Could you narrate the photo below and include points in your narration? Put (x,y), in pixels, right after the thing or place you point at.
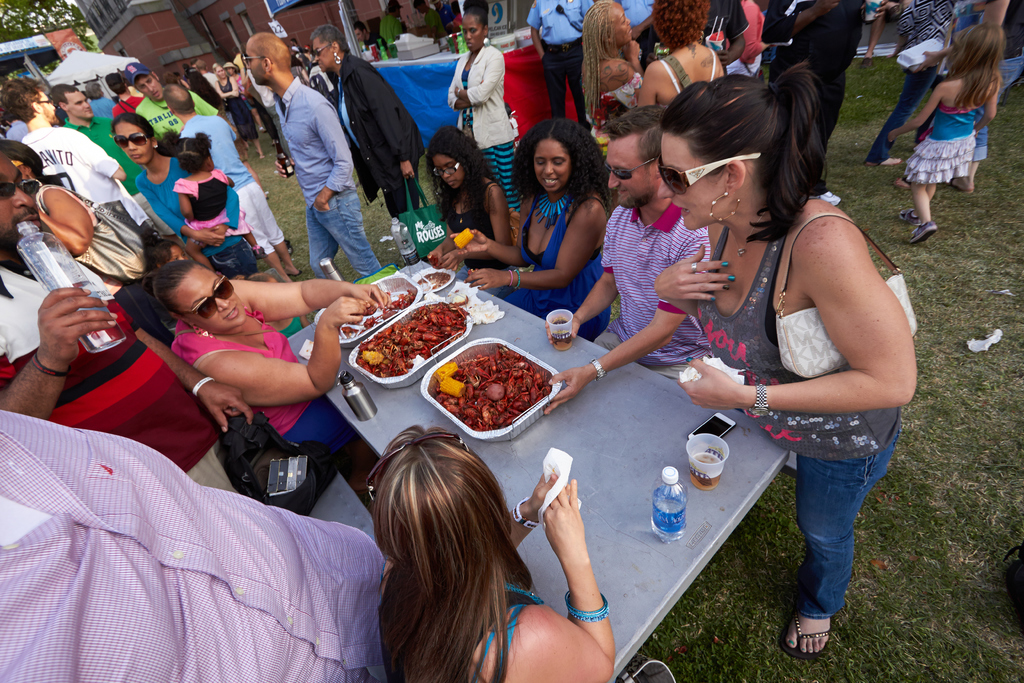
In this image we can see a group of persons (335,299) and among them few people (184,357) are holding objects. In the middle (524,357) we can see a group of objects (397,343) on a table (404,397). Behind the persons (386,150) we can see a few objects (373,57) on a table (411,57) and a building (203,8). In the top left (37,11), we can see a tree (19,6).
